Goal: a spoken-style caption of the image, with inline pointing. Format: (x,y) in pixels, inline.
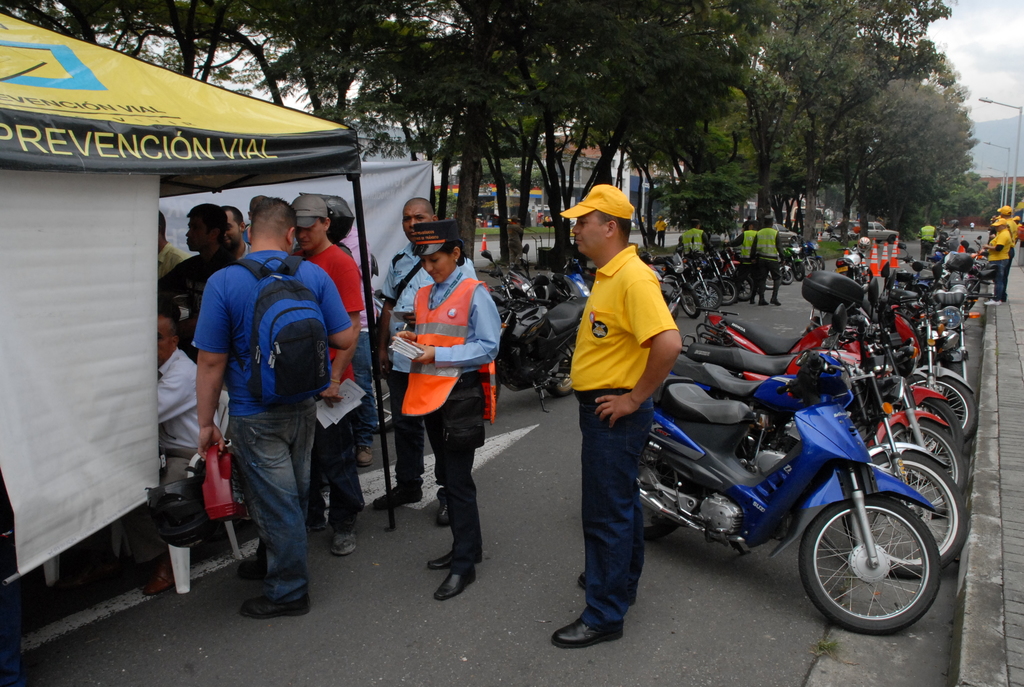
In this image I can see few trees (560,142), light poles (1009,175), sky (1023,65), few people (595,600) and few vehicles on the road (118,669). I can see few banners (399,181), tent (28,461) and one person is sitting on the chair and few people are holding something.
